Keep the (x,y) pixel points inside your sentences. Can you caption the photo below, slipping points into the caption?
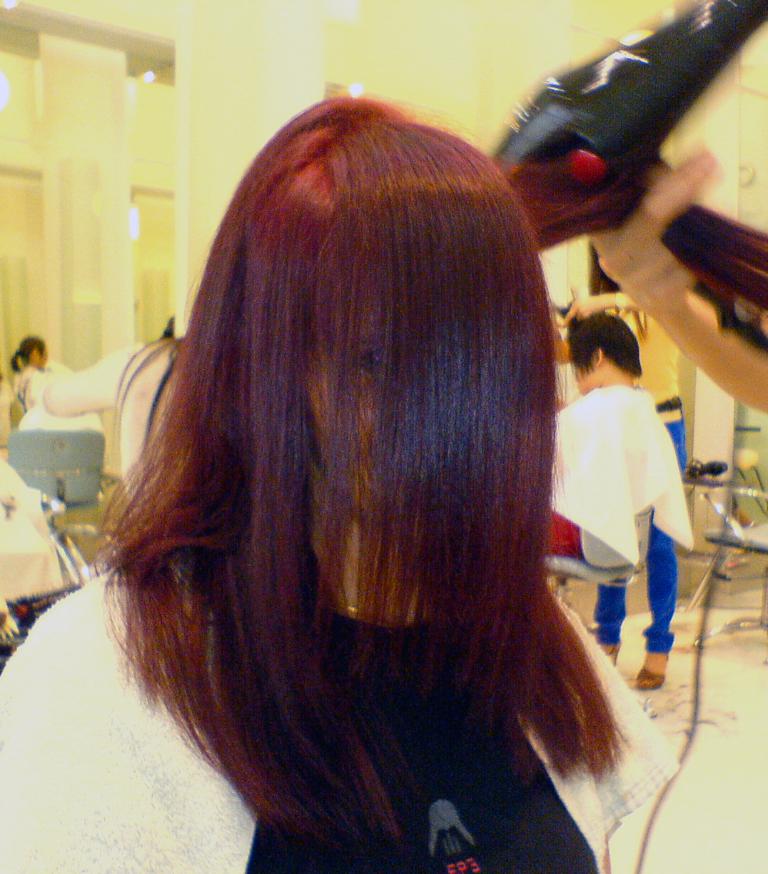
This image is taken in a salon (576,261). In this image we can see the people (321,343). In the center (345,315) we can see a woman (408,481). On the right (747,385) we can see a person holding the object (674,49). We can also see the pillars (202,96), lights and also the floor (725,655). We can see the people (605,474) sitting on the chairs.
